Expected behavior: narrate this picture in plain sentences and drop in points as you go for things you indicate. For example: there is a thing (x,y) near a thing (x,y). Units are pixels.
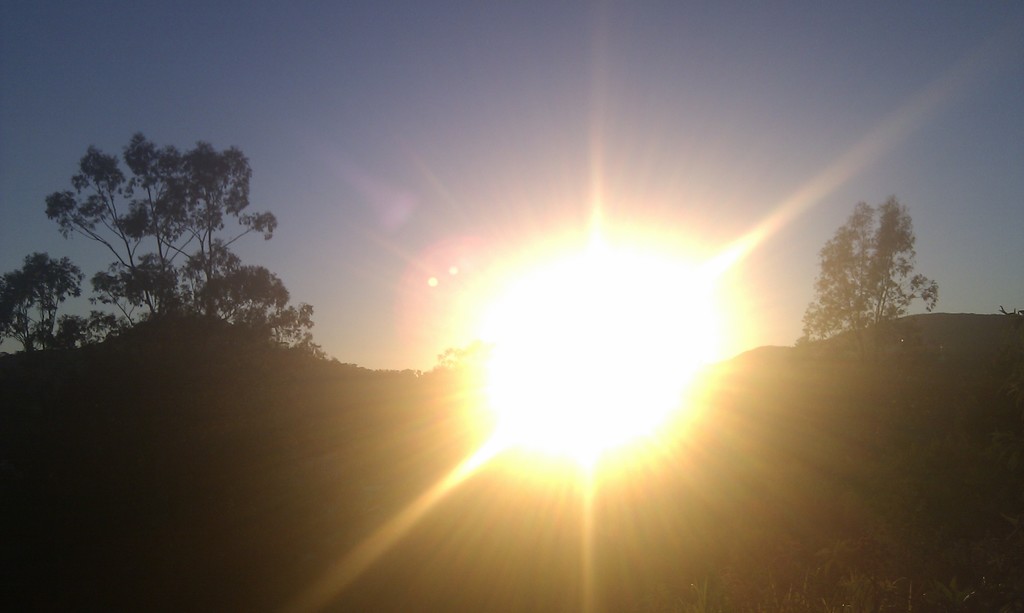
In this image we can see the sun (626,309) in the sky (512,113). We can see trees (858,311) on the both sides of the image. It seems like grass (893,573) is present at the bottom of the image (528,584).
